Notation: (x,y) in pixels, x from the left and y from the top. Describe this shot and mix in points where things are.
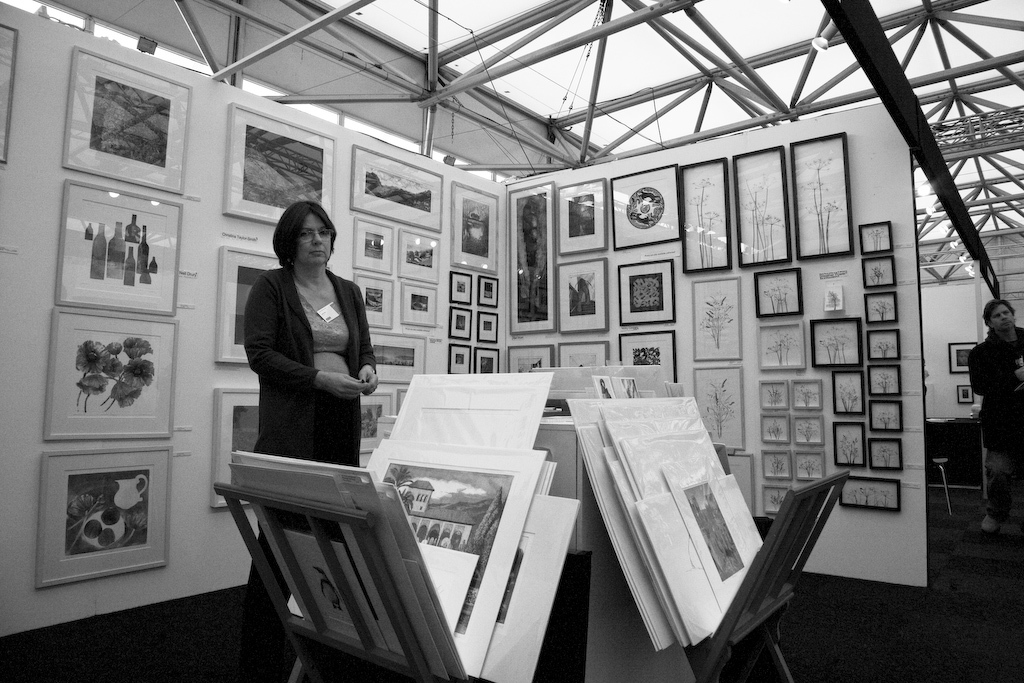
This is a black and white image. A person (312,247) is standing. There are 2 racks (782,541) on which there are photo frames (540,511). At the back (112,222) there are many photo frames (702,303) on the wall (892,525). A person (992,451) is standing at the right (998,368) back.
